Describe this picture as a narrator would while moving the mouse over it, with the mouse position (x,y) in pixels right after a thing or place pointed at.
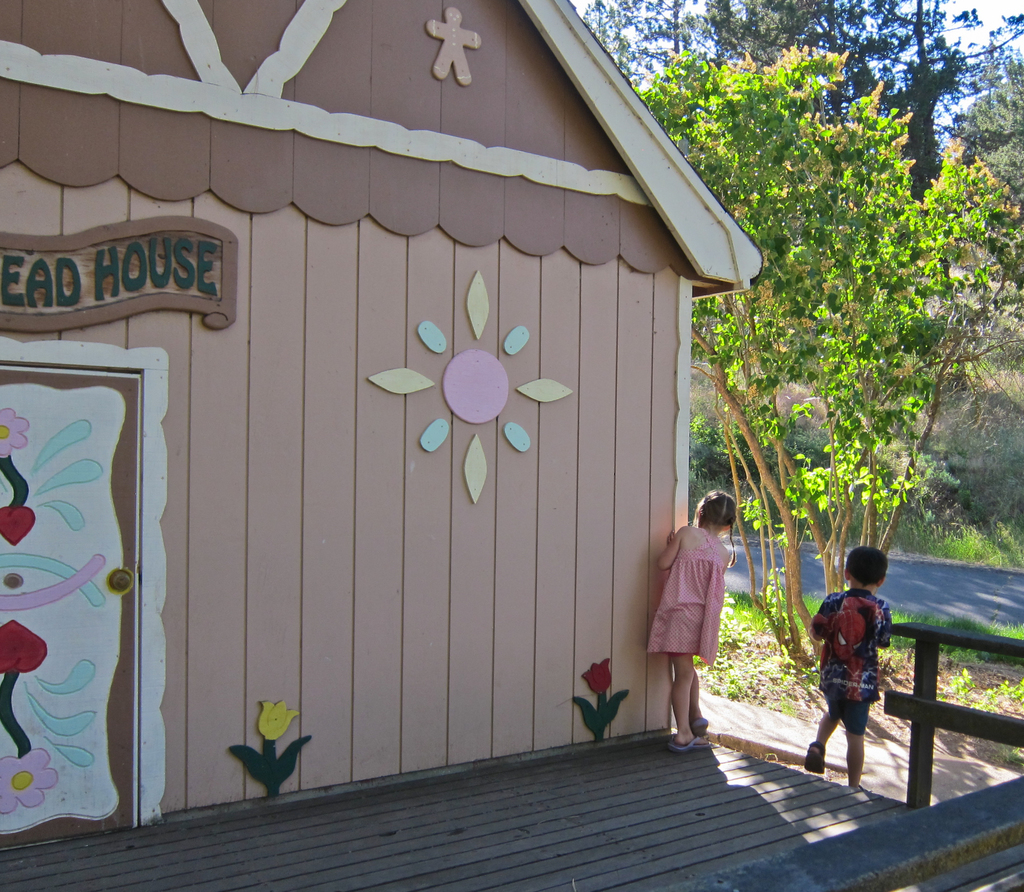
In the picture we can see a girl (690,616) and a boy (854,628) standing on the right side of the image (700,624) and here we can see a wooden house (68,377) on which we can see some flower images (259,723) and we can see a door (98,554) and some text (205,282) on it. On the right side of the image (966,259) we can see trees (907,476) and the road (747,581).
